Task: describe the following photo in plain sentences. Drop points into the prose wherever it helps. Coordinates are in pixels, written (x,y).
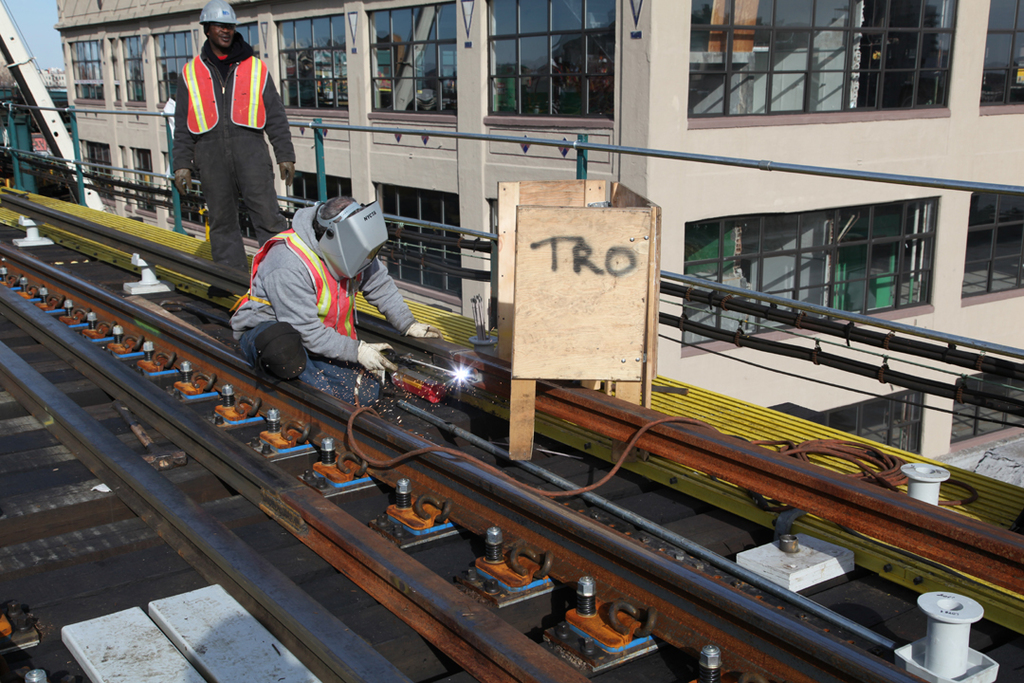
In this image we can see two people (334,386) beside the track (475,414). In that a man (340,297) is holding a device (416,361). We can also see a wooden board (534,306) with some text (557,267) on it, some metal poles (701,284), some buildings (413,264) and the sky (52,46).
